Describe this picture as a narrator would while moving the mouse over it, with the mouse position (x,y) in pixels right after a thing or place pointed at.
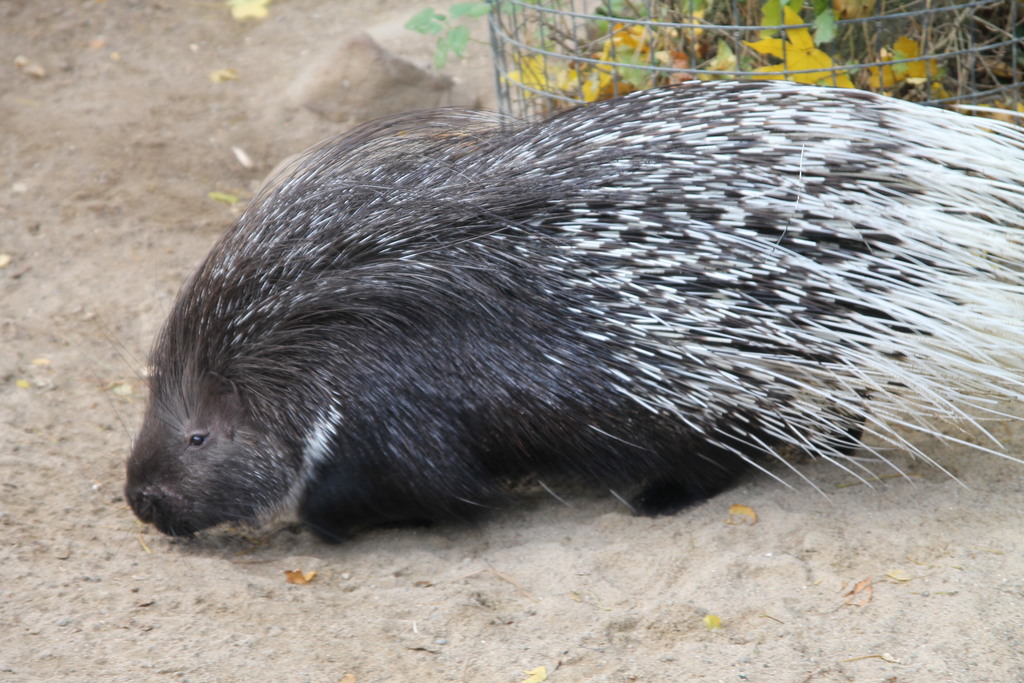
This image is taken outdoors. At the bottom of the image (271,579) there is a ground (142,591). In the middle of the image (376,363) there is a porcupine (564,378) on the ground (584,583). At the top right of the image (697,44) there is a plant (687,54) and there is a mesh (502,43).
